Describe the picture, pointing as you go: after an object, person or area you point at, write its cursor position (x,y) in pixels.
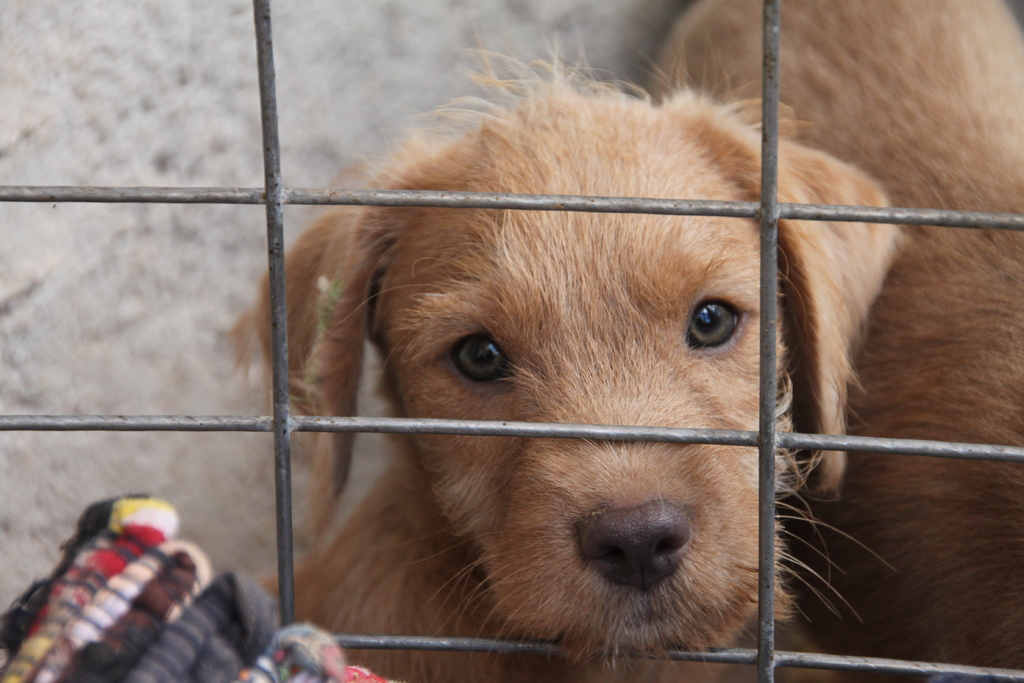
In this image I can see a dog (678,640) in brown color in the cage (277,366).
